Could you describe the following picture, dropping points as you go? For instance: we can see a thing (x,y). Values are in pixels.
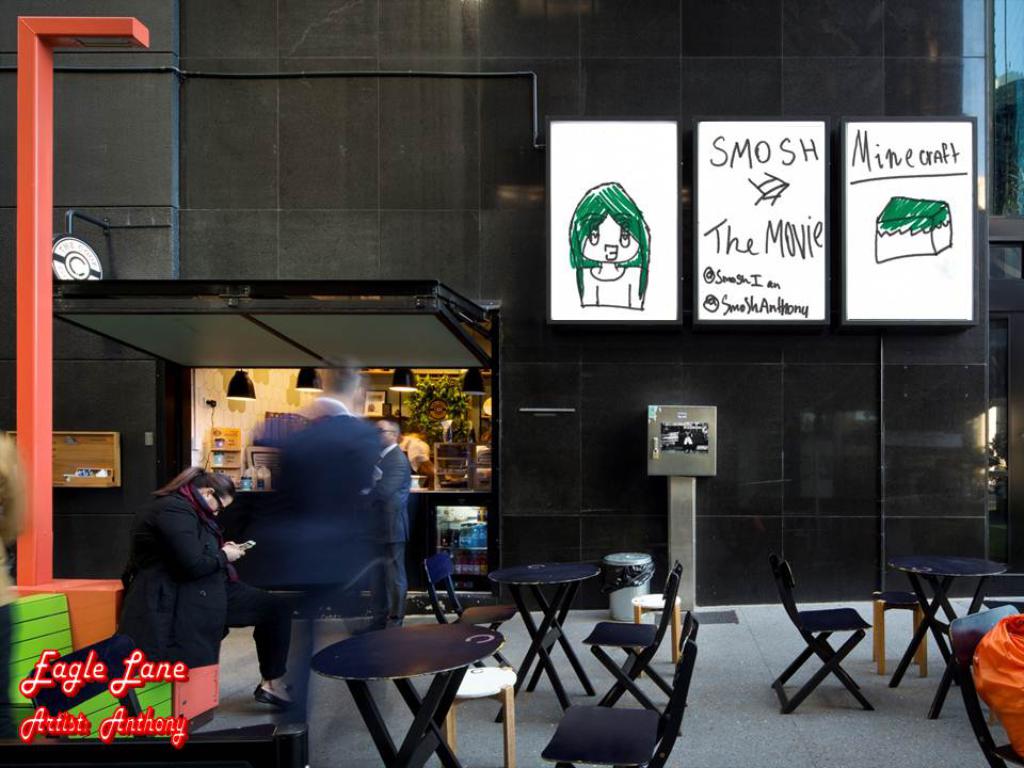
In this image there are few chairs (969,691) and tables (396,680) and dustbin (637,596) are on the floor (704,686). A person (193,629) wearing a black jacket (178,581) is sitting. Beside there is a person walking on the floor (229,640). Behind there is a person (393,541) standing. There is a shop (362,352) having few items (434,446) in it. A person (420,463) is behind the desk (443,500). Few lights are attached to the roof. Few posters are attached to the wall (116,388). Left side there is a pole (38,562).
